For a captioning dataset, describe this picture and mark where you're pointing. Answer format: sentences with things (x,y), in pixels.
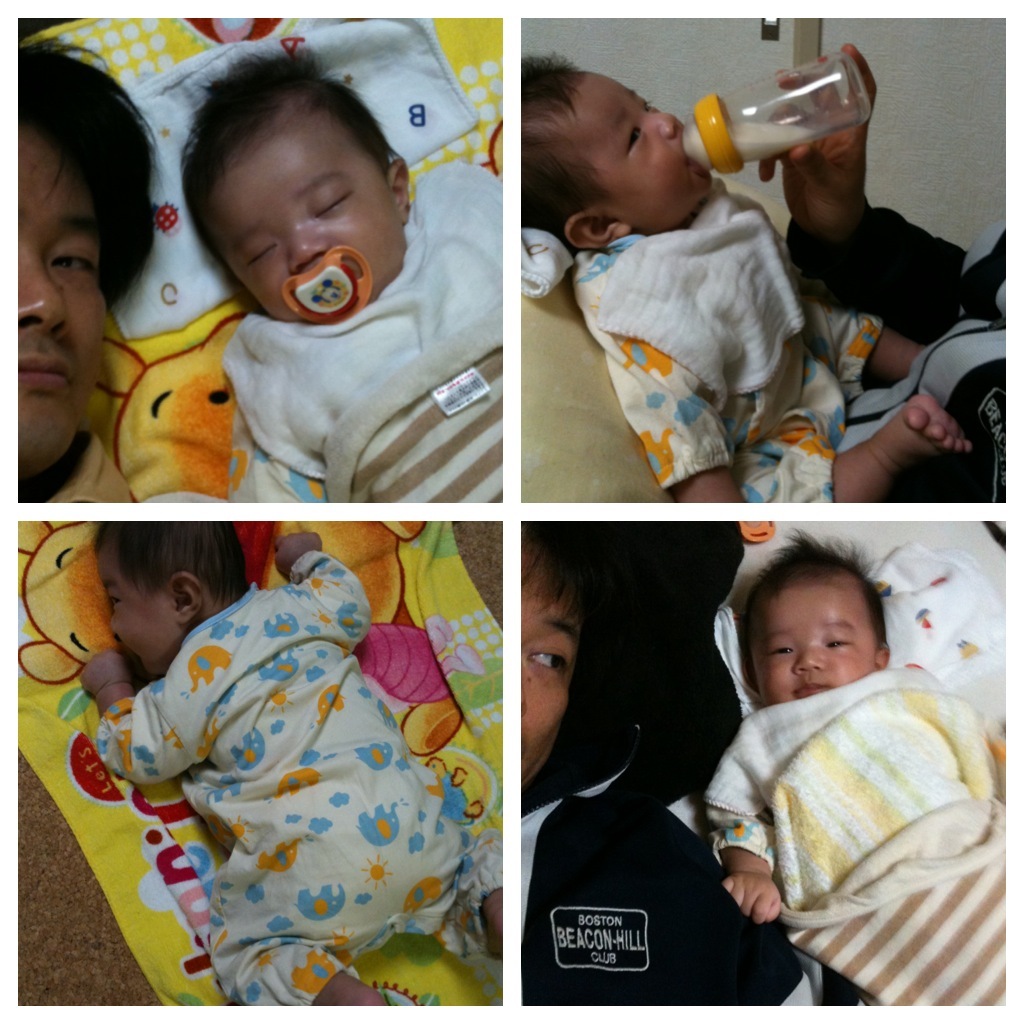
In this image there is a baby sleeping in the blanket (346,416), baby (563,159) drinking the milk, baby (304,548) sleeping on the blanket (450,729) on the floor (112,989), a person (522,542) lying beside the baby (713,784).
